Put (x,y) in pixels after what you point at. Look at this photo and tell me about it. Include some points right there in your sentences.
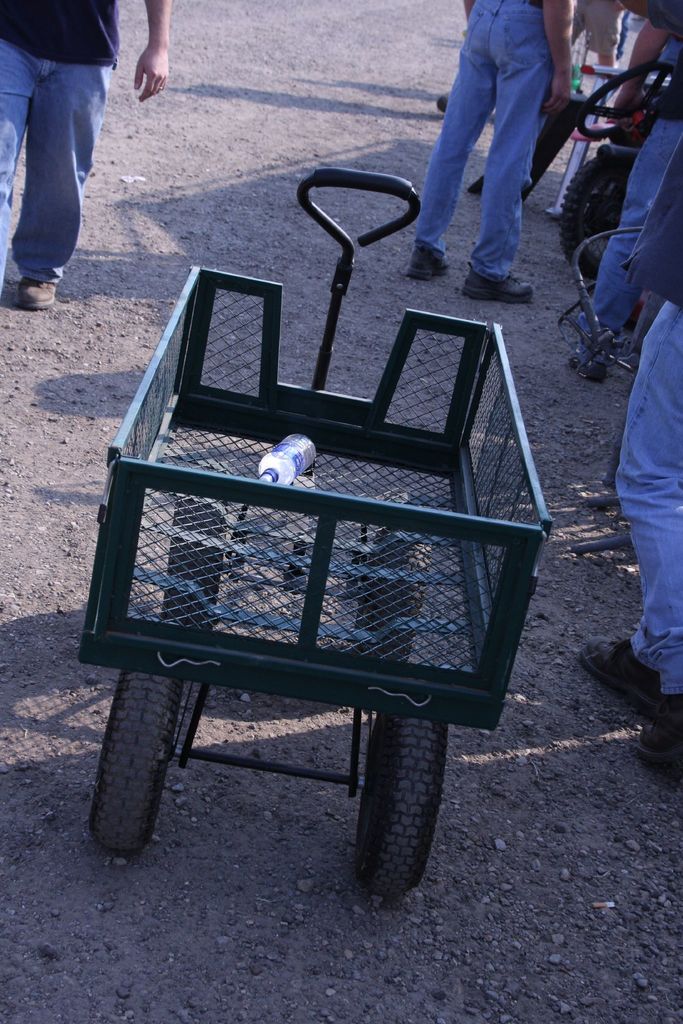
In this image we can see a cart (310,522). There is a bottle (297,466) in the cart (313,488). There are many people (636,77) in the image.
